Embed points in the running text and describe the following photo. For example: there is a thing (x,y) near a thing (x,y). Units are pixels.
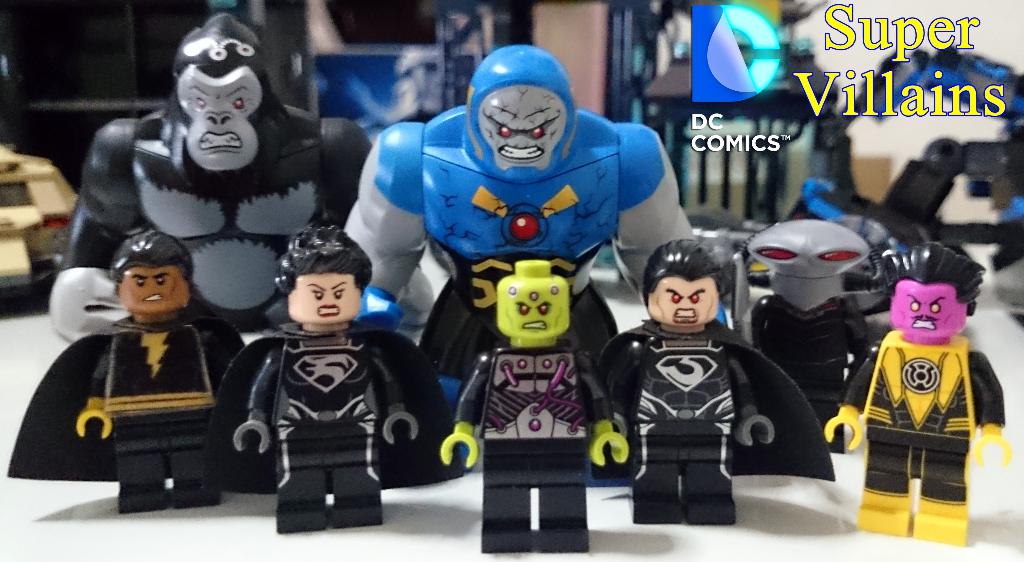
In this image I can see few toys (664,346), they are in black, yellow and blue color and the toys (665,478) are on the white color surface (376,545) and I see something written on the image.
